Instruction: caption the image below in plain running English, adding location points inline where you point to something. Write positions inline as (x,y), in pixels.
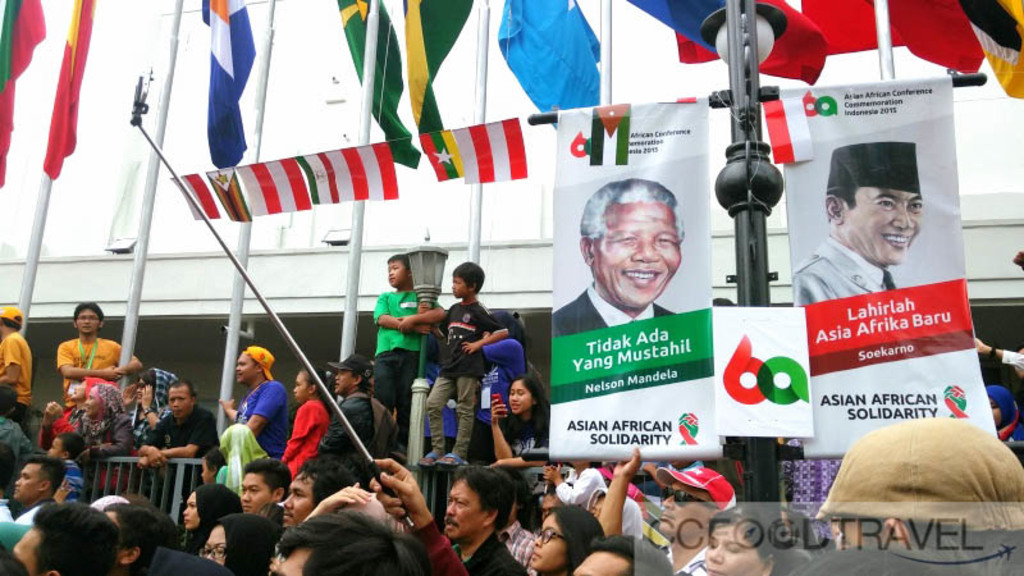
In this image we can see many people (453,507). And we can see a person (377,485) holding a selfie stick (381,479) with mobile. In the back (638,271) there are banners (744,351) with text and images (670,258) of persons (830,239). Also there are flags (374,103) and pole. And there is a railing (137,475). Also we can see a wall (403,211) in the background (385,212).
